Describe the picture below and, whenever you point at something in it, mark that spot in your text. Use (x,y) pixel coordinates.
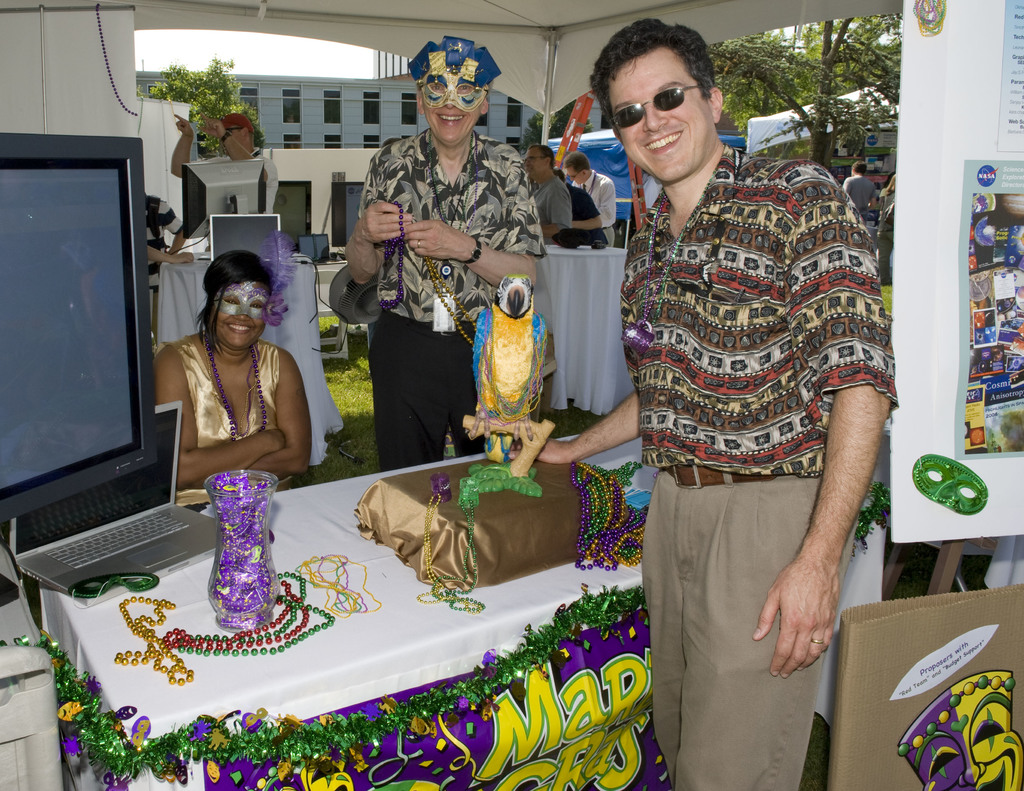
In this image I can see there are persons (278,388) inside the tent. And there is a table (316,532). On the table (558,644) there is a cloth (379,663) and decorative items (132,751). And there are T. V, Laptop (167,541), Parrot (511,376), Chains (534,371), Box (568,471) and few objects (245,568). And at the side there is a banner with images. And at the bottom (945,677) there is a board (959,680). And at the back (831,51) there is a grass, Building (283,143) and trees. And at the top (281,52) there is a sky (312,62).
